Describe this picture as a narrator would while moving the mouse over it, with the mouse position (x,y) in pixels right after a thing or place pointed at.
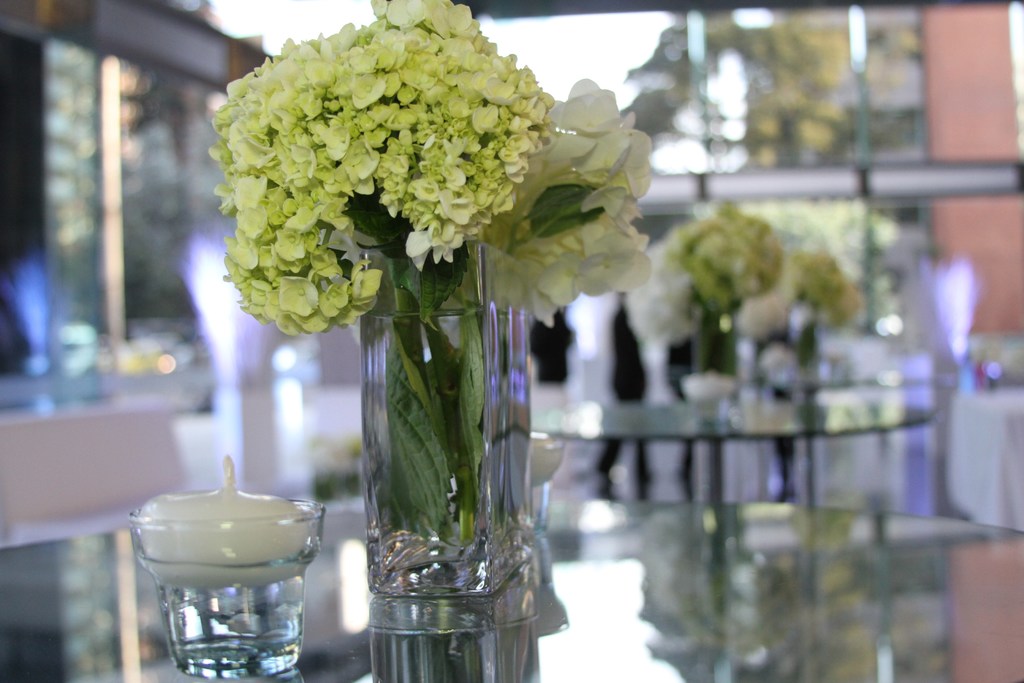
On the glass table (503,641) I can see the glass (518,457) and flowers (429,211). In the back (113,365) I can see the windows (49,397), table (823,429), chairs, flowers (699,253) and trees (798,112). At the top (618,60) I can see the sky (603,17). In the background (854,132) I can see the blur image.
